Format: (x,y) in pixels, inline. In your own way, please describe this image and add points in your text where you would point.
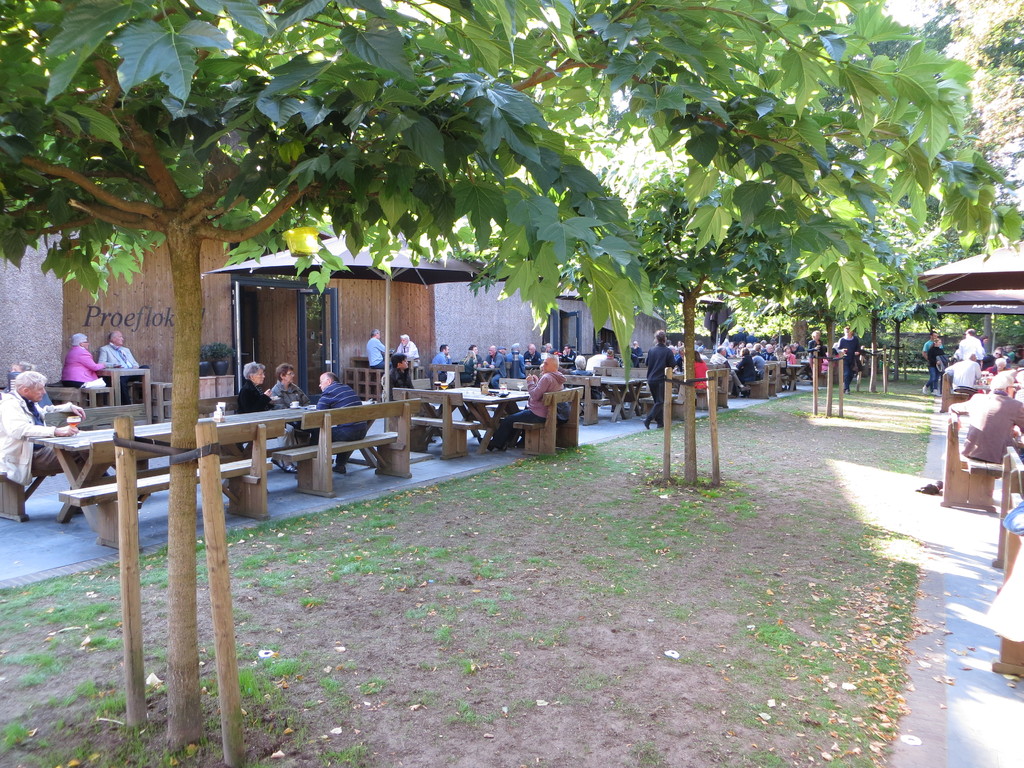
This picture shows some people (284,396) are sitting on a bench (314,452) in front of a table (254,421) here. There are some trees (176,422) planted here. We can observe some people (981,399) sitting here. There is a path (570,567) on which some trees (757,131) were planted here.
